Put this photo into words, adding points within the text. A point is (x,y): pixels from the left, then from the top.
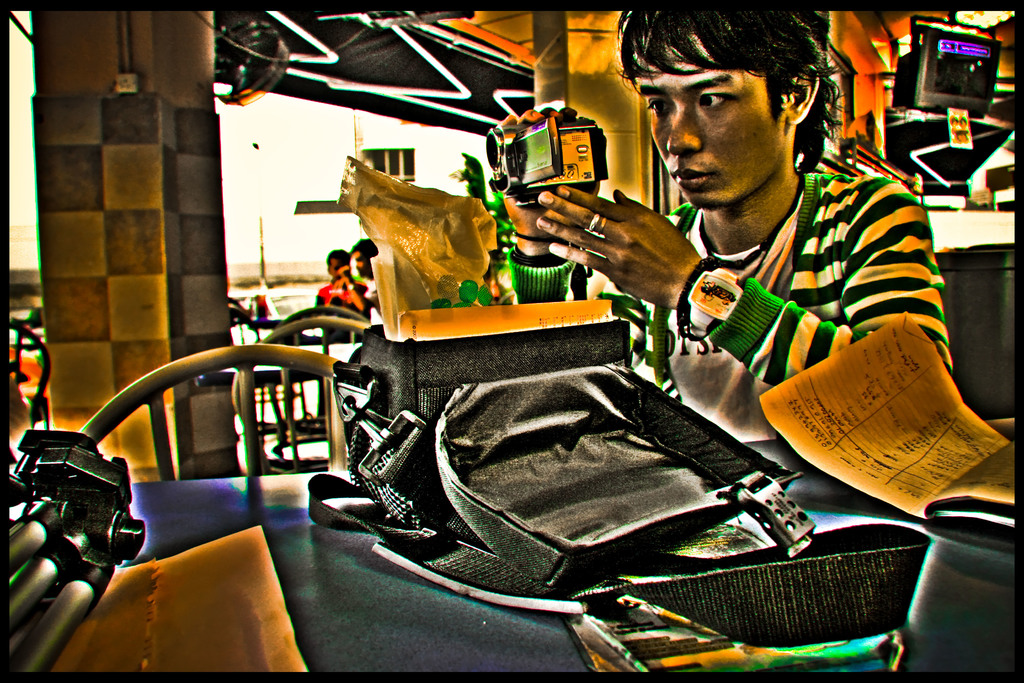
In this edited image there is a man (772,215) sitting on the chair (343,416) at the table (343,543). He is holding a camera (564,142) in his hand (542,198). On the table (454,597) there are bags (438,504) and papers (203,605). In the background (354,293) there are a few people (352,280). To the left (143,215) there is a pillar (96,195). To the right (962,86) there is a television (942,85).
